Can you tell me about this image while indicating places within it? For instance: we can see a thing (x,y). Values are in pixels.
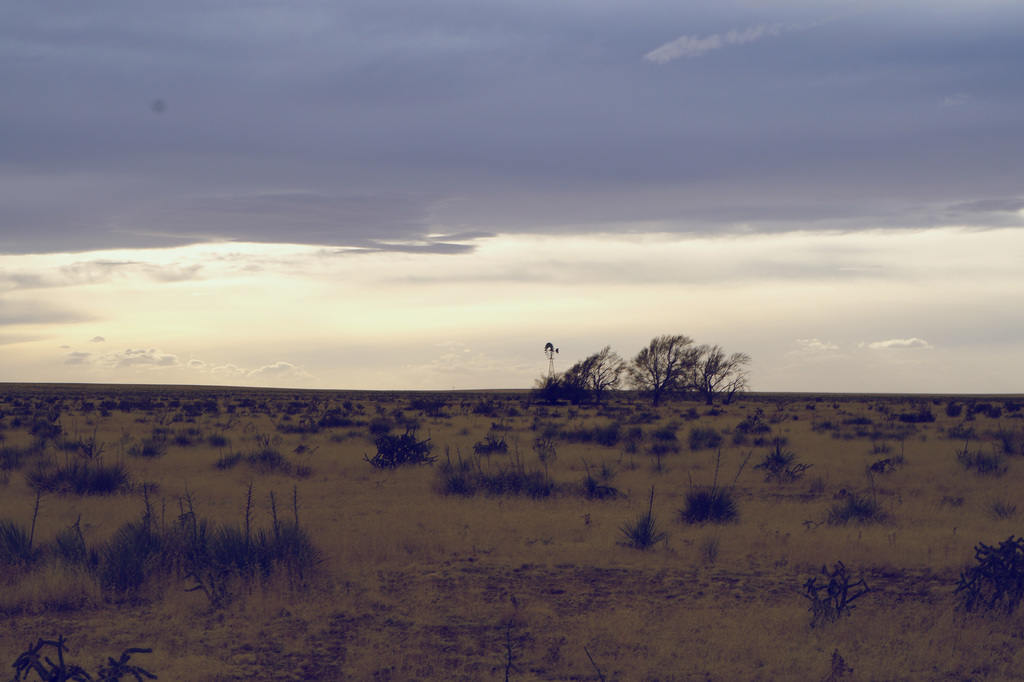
In the center of the image (390,250) we can see the sky (1011,375), clouds (681,274), trees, plants (51,395), grass (347,478) and one pole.
